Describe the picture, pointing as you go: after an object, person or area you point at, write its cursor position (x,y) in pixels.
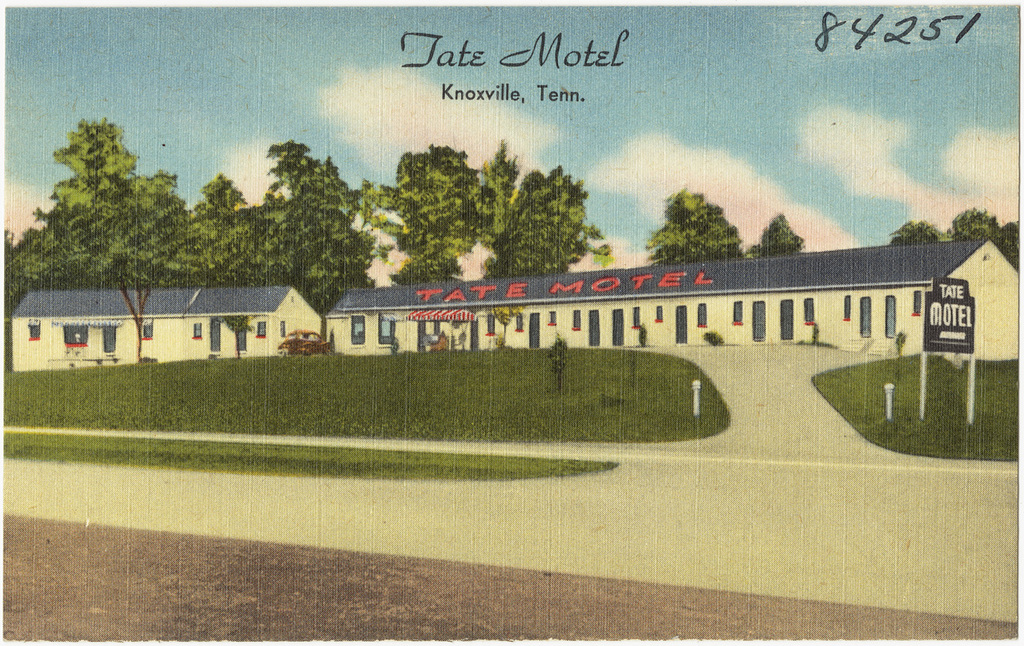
In this picture we can see hotels (289,321), grass (542,412), border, plants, vehicle (290,334) and trees (296,240). Background (122,56) there is a sky (683,57). These are clouds (500,116). Here we can see watermarks (615,58).
